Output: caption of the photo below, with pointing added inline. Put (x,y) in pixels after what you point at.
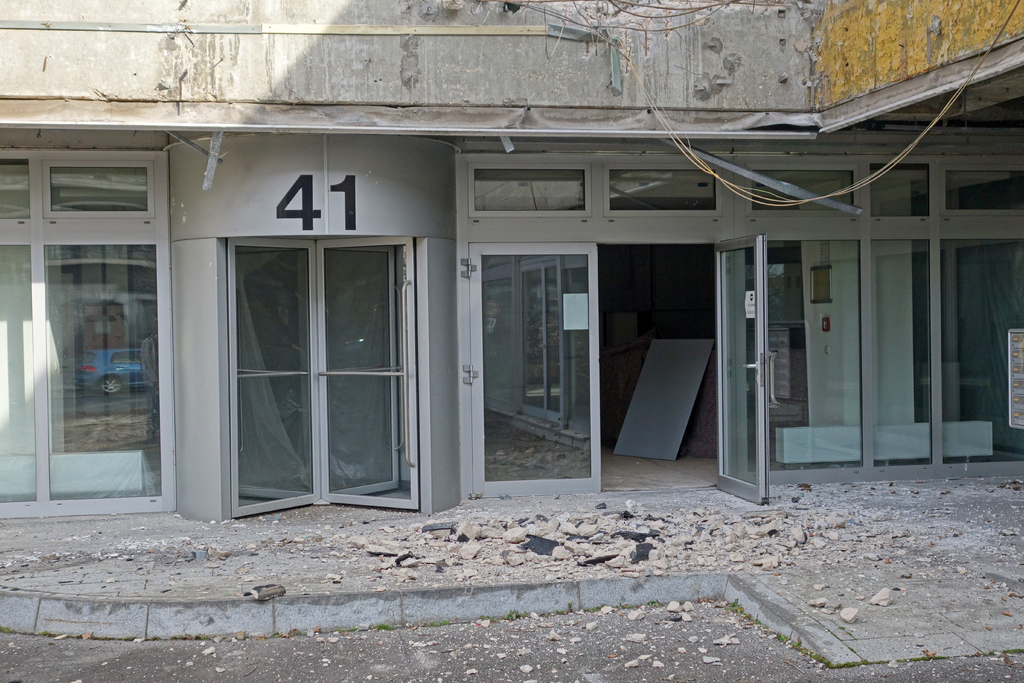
In this picture I can see a building (341,280), there are doors (341,280), boards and there are stones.
